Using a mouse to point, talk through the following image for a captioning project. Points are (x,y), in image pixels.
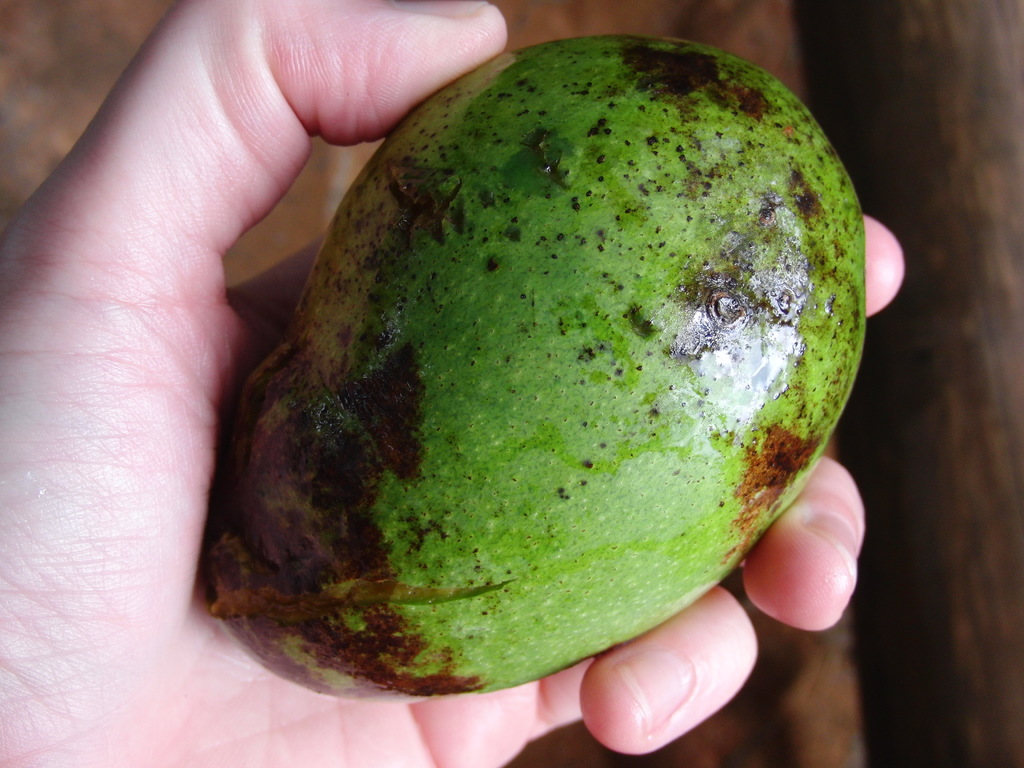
In this image I can see a hand (176,703) of a person (137,704) holding a mango (450,98).
